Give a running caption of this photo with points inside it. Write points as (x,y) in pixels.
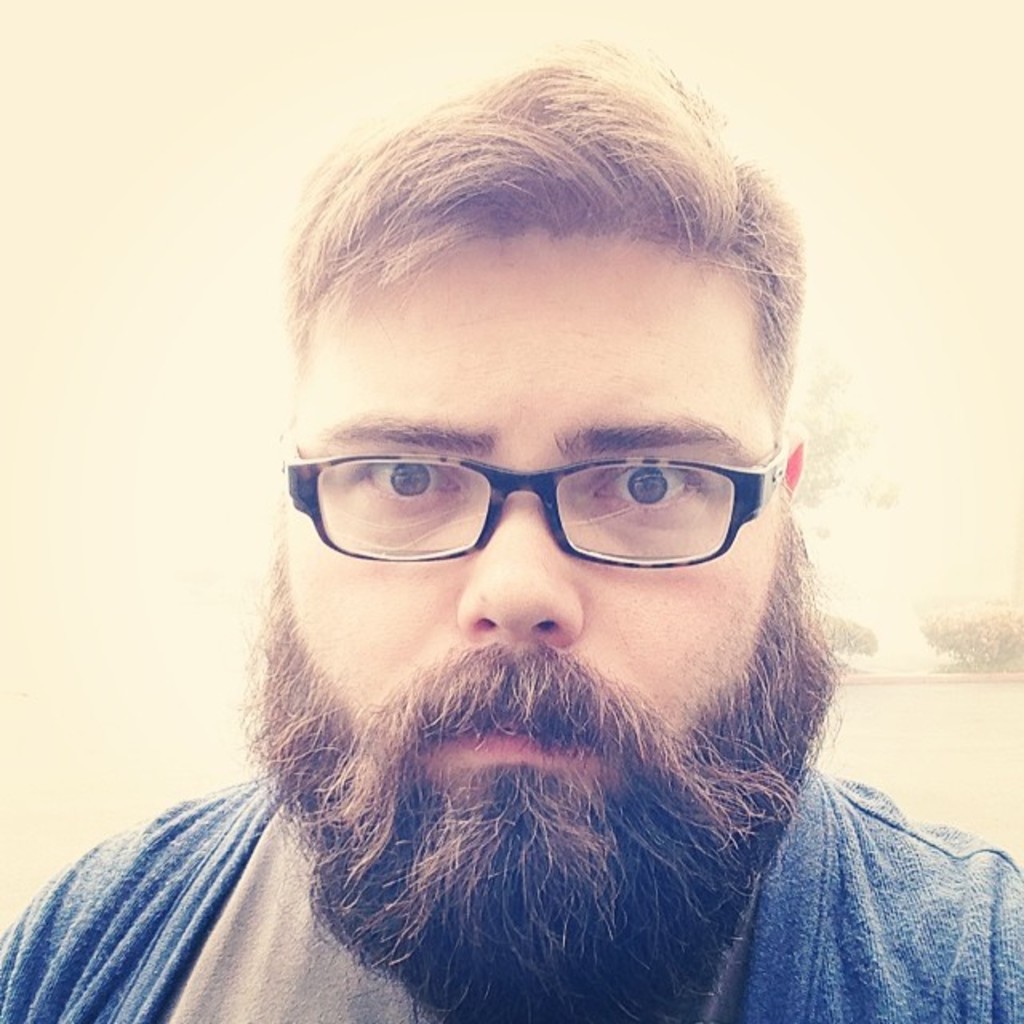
In this image we can see a person (524,540) wearing spectacles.
